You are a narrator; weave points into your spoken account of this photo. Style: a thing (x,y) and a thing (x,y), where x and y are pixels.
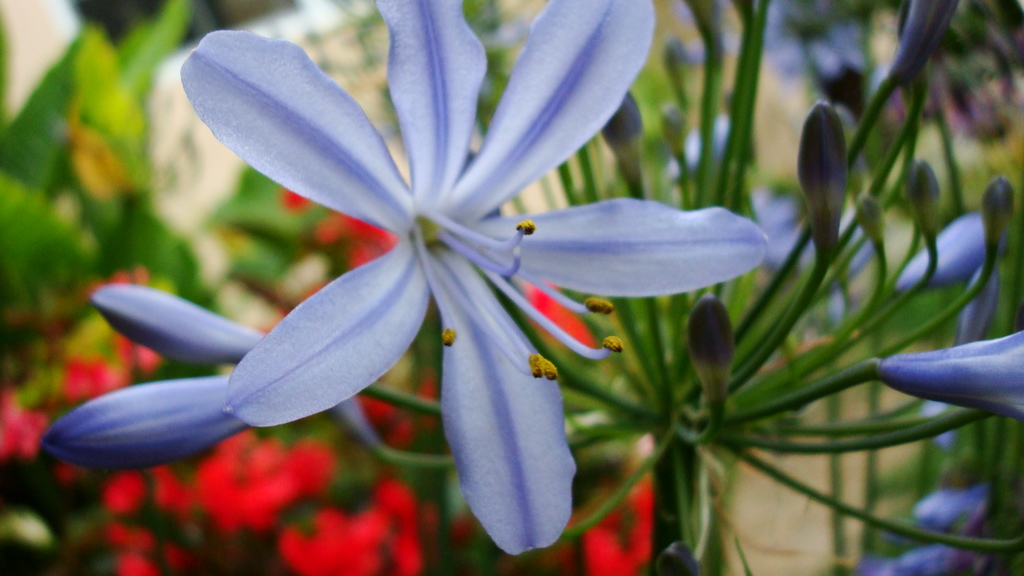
In this picture we can see a flower (501,282) and buds (724,377) in the front (723,225), in the background (67,464) there are plants (932,317) and red color flowers (260,501), we can see a blurry background (358,527).
